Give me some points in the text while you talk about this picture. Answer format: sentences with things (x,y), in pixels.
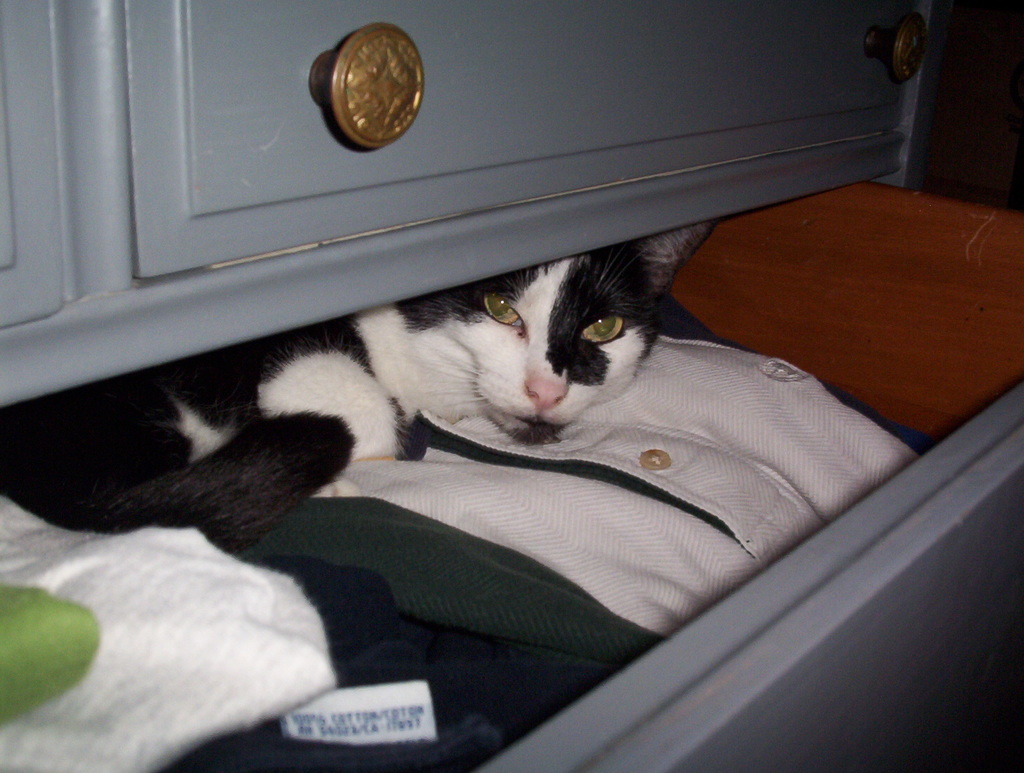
In this picture we can see a cat (356,396) and few clothes (577,449) in the rack (878,349).
